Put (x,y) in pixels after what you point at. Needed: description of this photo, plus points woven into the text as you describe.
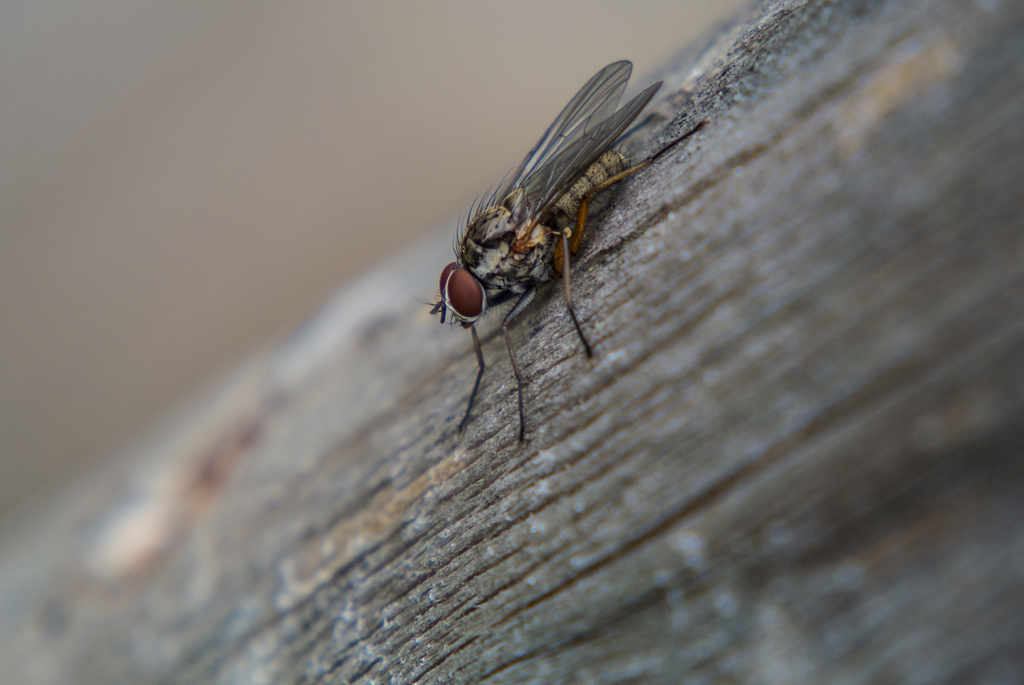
In this picture we can see a house fly (485,296) here, we can see a blurry background (352,213).
